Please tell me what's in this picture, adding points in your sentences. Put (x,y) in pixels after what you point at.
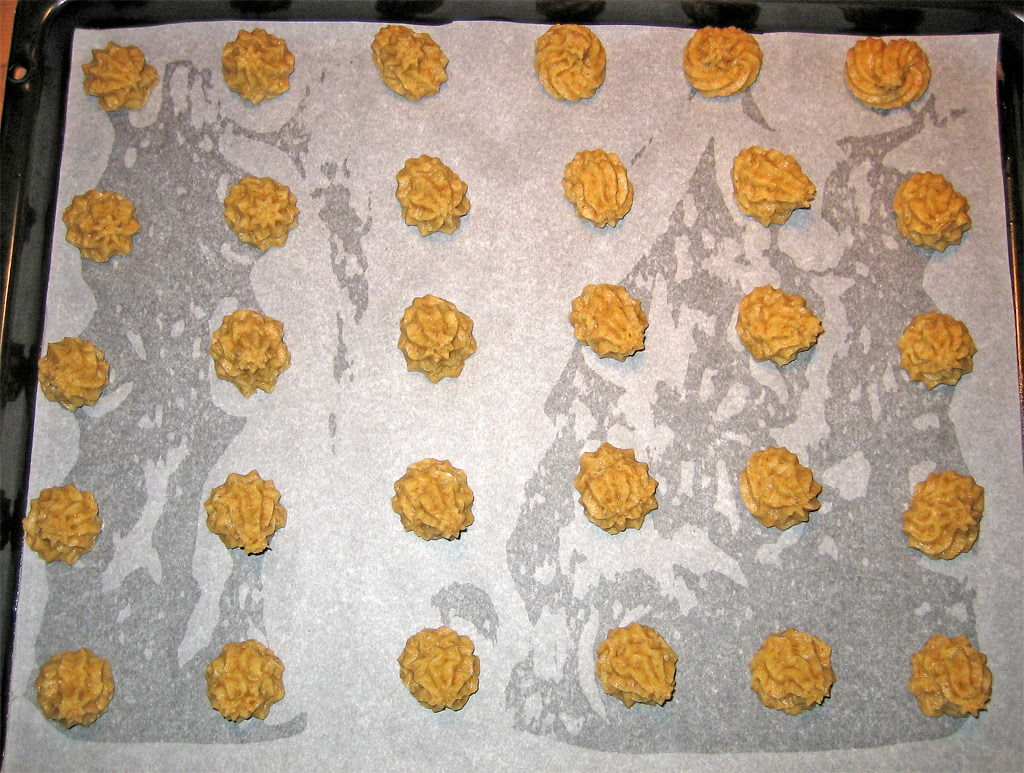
In this image I see the white paper (554,142) on which there are many brown color things (601,301) on it and this white paper (150,252) is on the black color surface (1011,11).
